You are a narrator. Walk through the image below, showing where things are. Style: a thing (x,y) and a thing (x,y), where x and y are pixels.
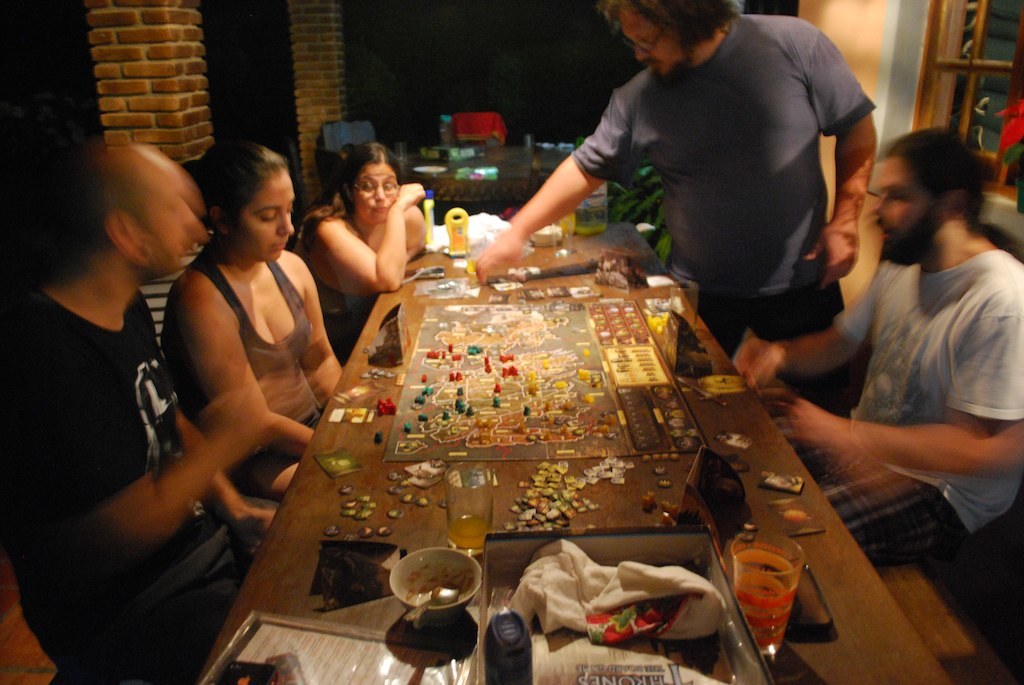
In this image on the right (923,281), there is a man (916,302), he wears a t shirt (947,404), trouser (935,554), he is sitting and there is a man (816,155), he wears a t shirt (787,196), trouser (770,307), he is standing. In the middle (623,288) there is a table (302,612) on that there are glasses (486,491), bowls (480,578), clothes (557,594), boxes (554,618), posters (341,672), puzzles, coins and some other items (417,469). On the left (153,257) there is a man (131,384), he wears a t shirt (128,401), trouser (140,592) and there are two women (308,262). In the background (309,169) there are chairs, window (942,89) and wall (844,27).
